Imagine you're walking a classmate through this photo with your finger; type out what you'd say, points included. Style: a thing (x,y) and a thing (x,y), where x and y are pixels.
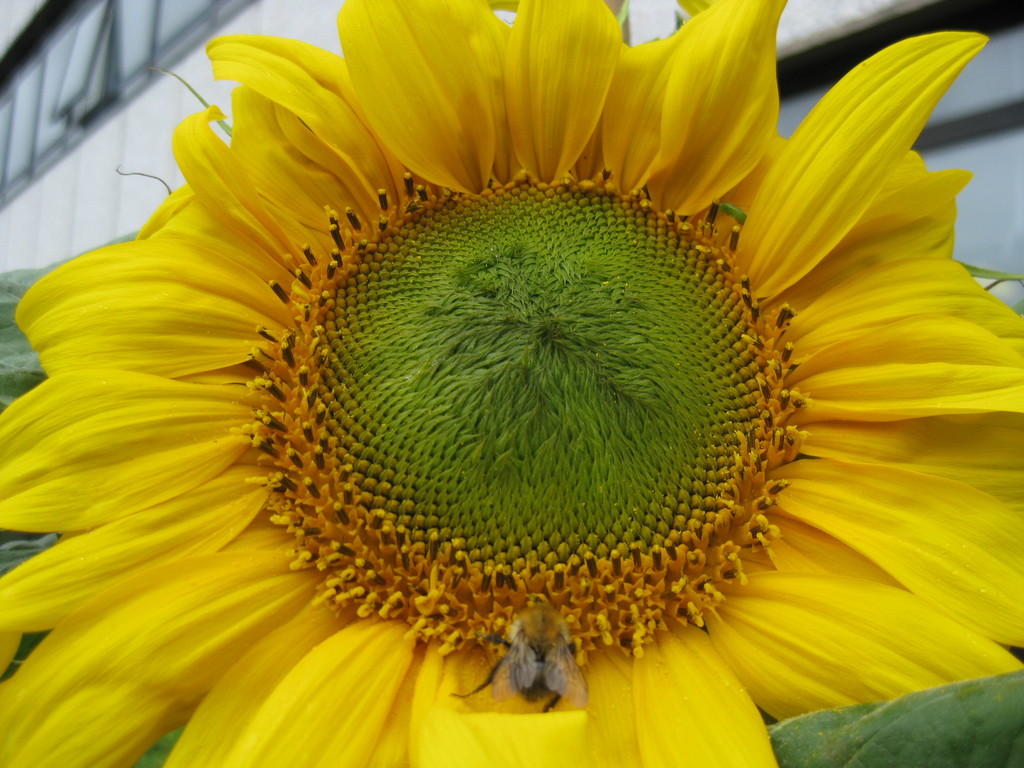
In this picture I can see a yellow color flower (165,438) and I can see a honey bee (551,637) on the flower (502,594) and I can see a building (6,173) in the back (68,104).
